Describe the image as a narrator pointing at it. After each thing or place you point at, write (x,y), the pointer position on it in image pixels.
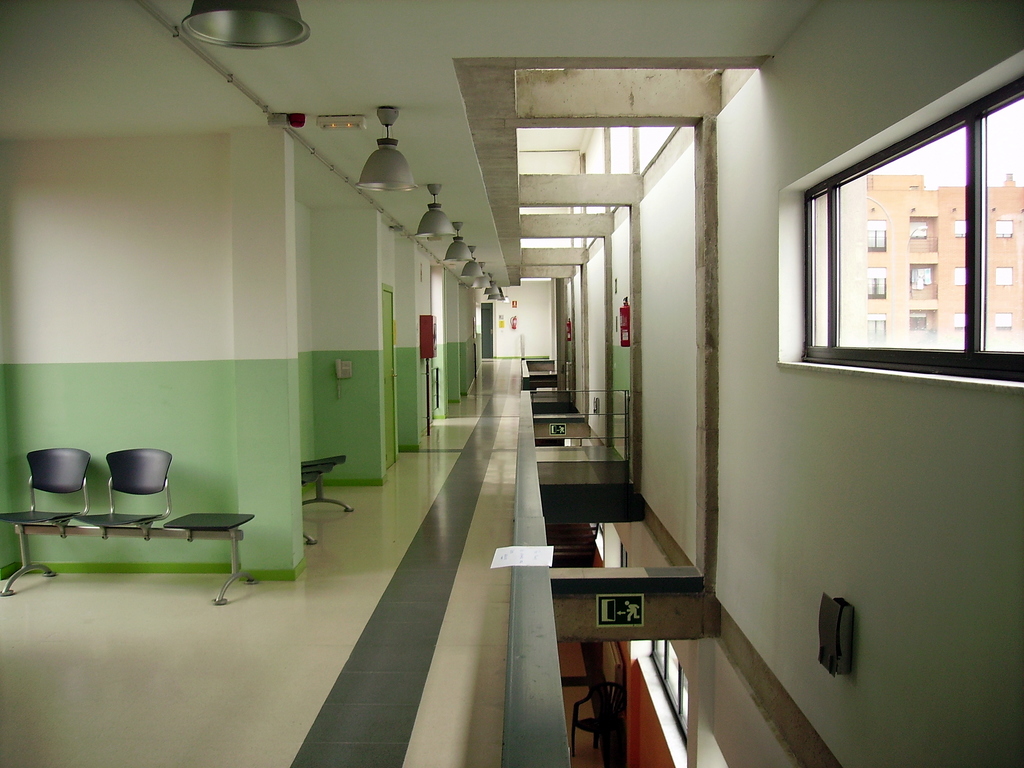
In this image I can see chairs (131,531), fence (510,569), wall (740,330), windows (1004,378) and lamps (427,230). This image is taken in a building (594,473).
